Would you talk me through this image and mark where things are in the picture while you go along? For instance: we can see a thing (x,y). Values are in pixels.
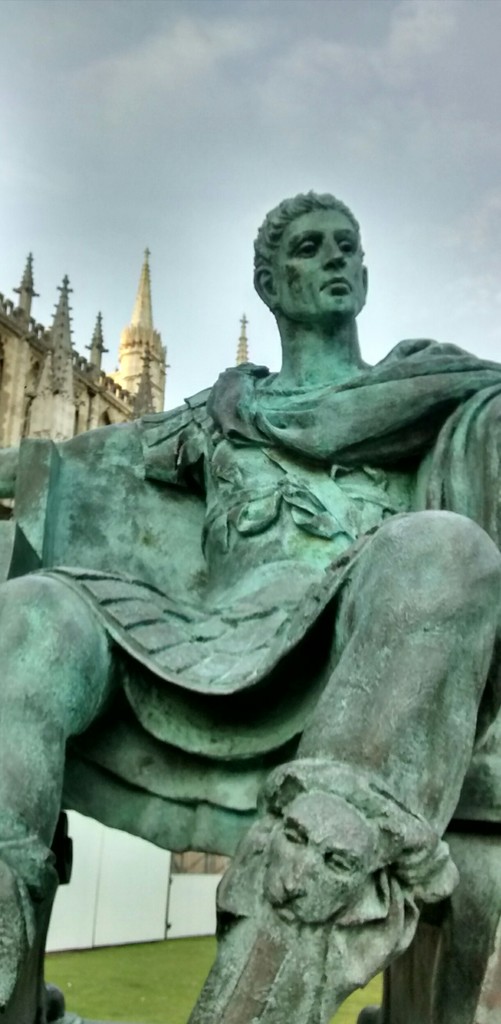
In this image we can see a statue (200,656). On the backside (36,427) we can see some grass (203,966), a building (19,435) and the sky (230,217) which looks cloudy.
